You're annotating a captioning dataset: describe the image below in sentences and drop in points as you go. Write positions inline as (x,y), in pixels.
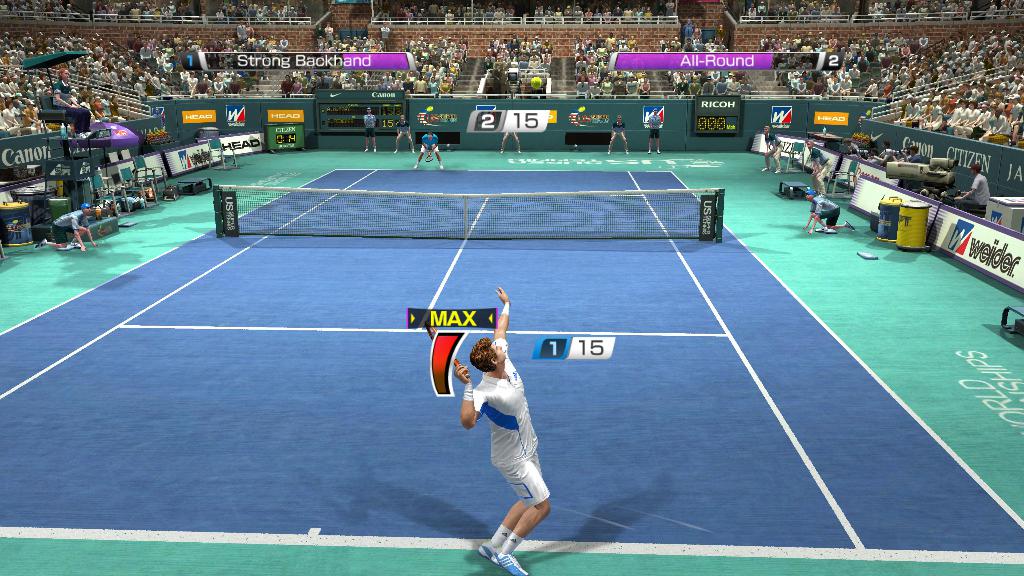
This is the picture of a tennis court (675,252) where players (490,389) are playing tennis and audience (999,53) are watching by sitting on the seats (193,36). The player (506,448) is wearing white color t-shirt (510,448) with shorts (529,491) and white and blue color shoe (506,557). The court (115,362) is in blue and green in color.
